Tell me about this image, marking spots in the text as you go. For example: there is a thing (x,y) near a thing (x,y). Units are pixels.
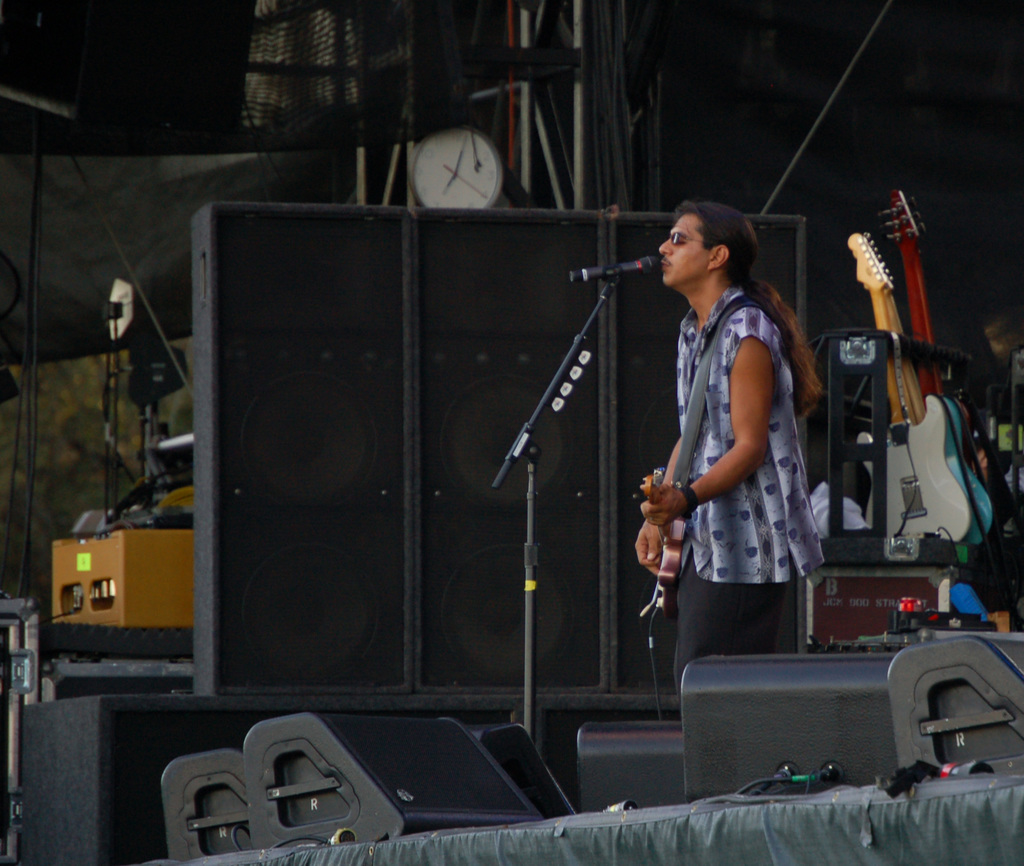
In the image we can see there is a man (730,587) who is holding a guitar (674,554) and he is standing in front of a mike (597,275) and beside him there are three speaker boxes (451,364) and he is standing on the stage (843,807). At the back (906,375) there are two guitars (892,380) and there is a clock (461,143) over here.
